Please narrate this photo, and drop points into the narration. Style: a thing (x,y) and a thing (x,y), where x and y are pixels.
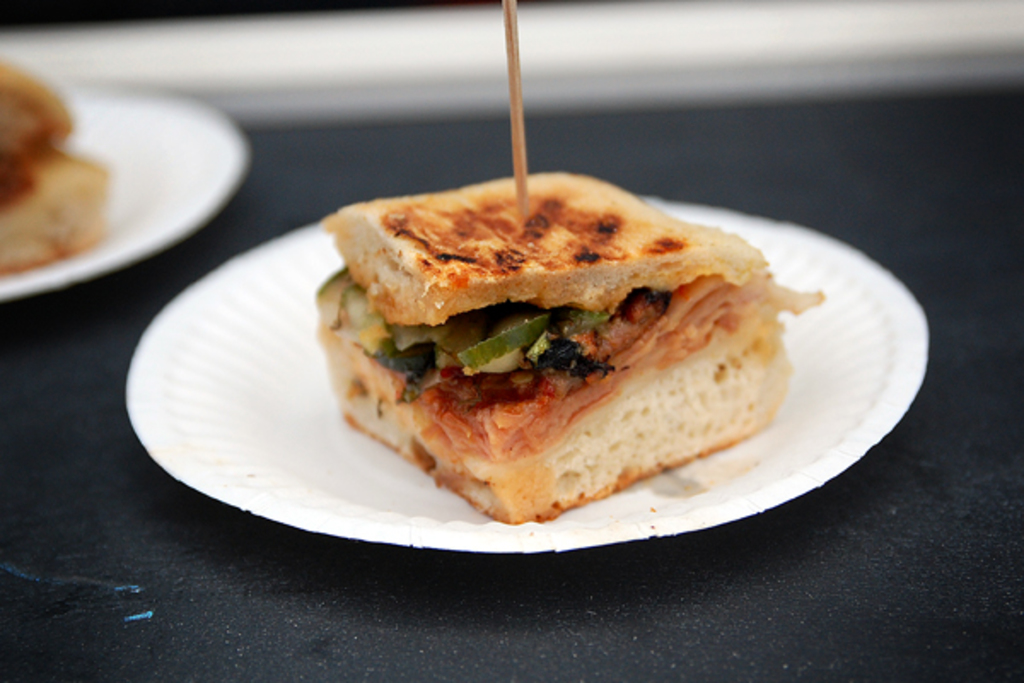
In this image we can see some sandwich bread (659,350) which is in plate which is of white color is on the black surface (482,130) and there is toothpick (510,61) on the bread (418,213).
